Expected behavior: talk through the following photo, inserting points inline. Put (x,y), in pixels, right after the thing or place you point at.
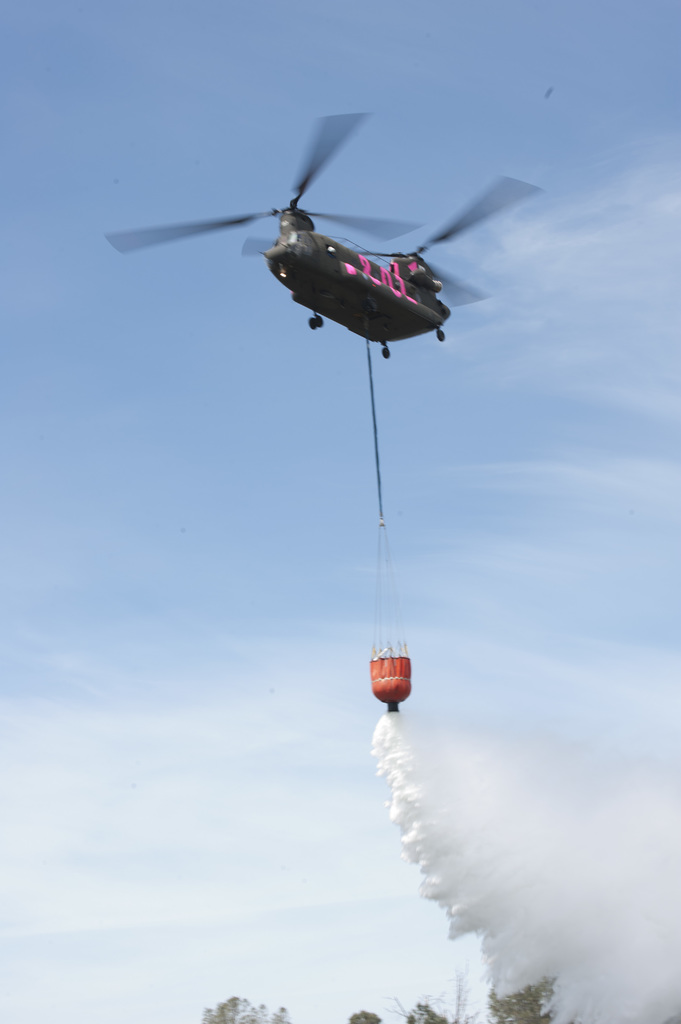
In this picture we can see an object (408,690), rope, water (522,847), helicopter (317,301), trees (529,1011) and in the background (220,431) we can see the sky (211,666).
